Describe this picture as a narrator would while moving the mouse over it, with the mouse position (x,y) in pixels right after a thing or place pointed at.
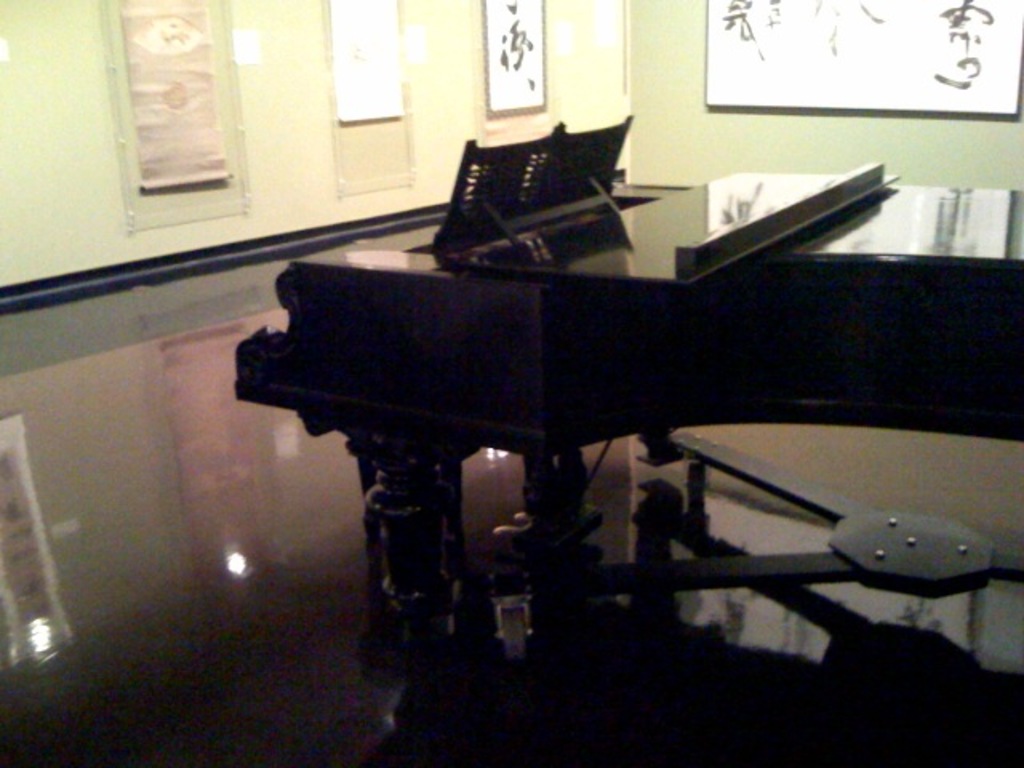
In this picture there is a piano (745,188) at the right side of the image (728,192) and there is a music stand (440,248) which is placed above the piano (694,259), there are some portraits (205,50) on the wall (21,173) which is placed around the area of the wall (464,38) of image.
